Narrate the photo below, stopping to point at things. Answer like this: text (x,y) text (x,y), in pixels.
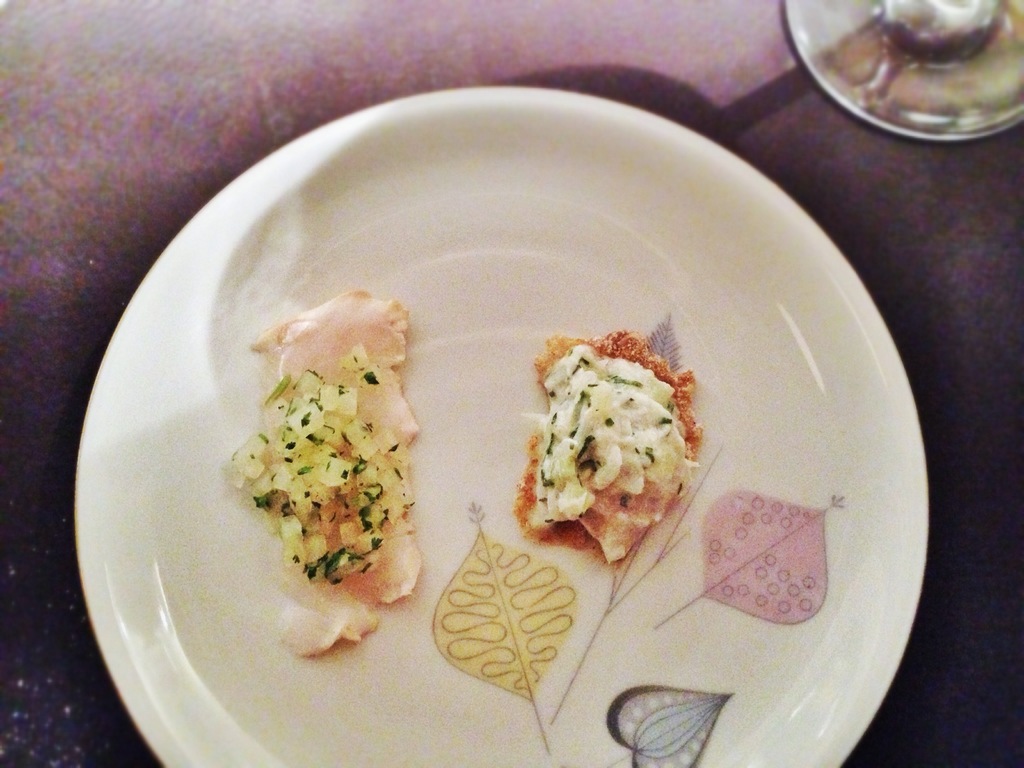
In this image in the center (603,308) there is one plate (685,641), on the plate (571,585) there are some food items (583,480) and beside the plate (637,305) there is one glass (931,54).
